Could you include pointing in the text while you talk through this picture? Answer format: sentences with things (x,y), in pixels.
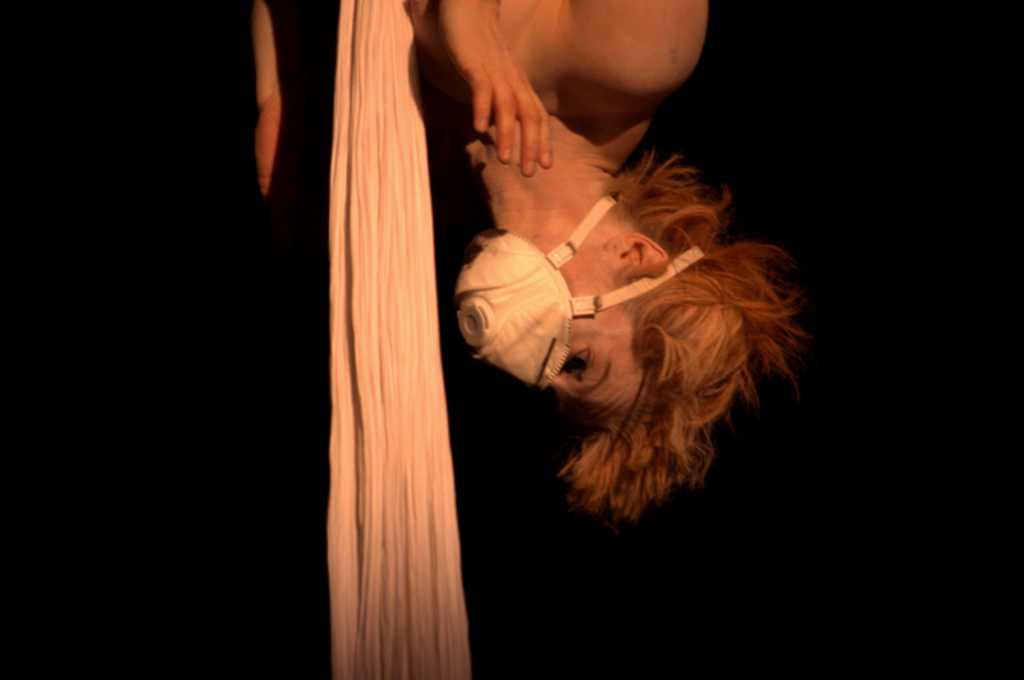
In this picture I can see there is a woman (615,315) and she is wearing a mask (548,303) and there is a cloth (384,215) beside her and the backdrop (130,629) is dark.
